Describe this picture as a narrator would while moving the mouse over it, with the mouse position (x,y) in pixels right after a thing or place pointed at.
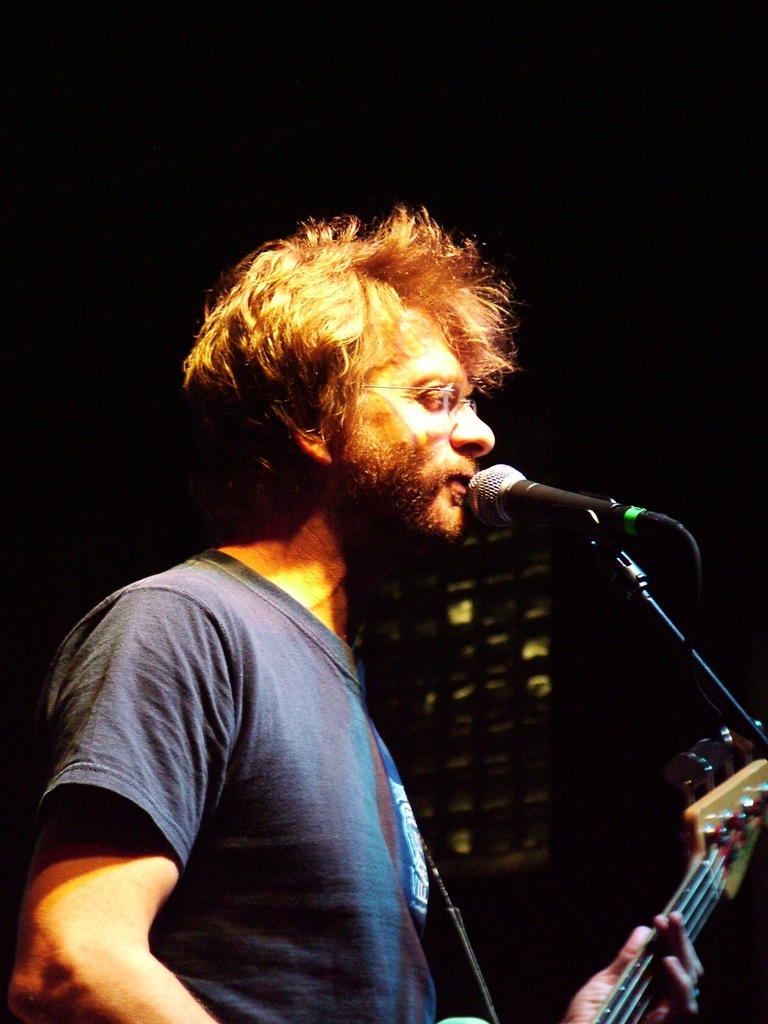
In this image I can see a man (340,904) standing. He is wearing blue T-Shirt (296,825), spectacles (447,391) and holding guitar (620,979). He is singing a song using a mike (586,514). This is a mike (510,506) with a mike stand (598,516). And the background (594,369) is dark.
